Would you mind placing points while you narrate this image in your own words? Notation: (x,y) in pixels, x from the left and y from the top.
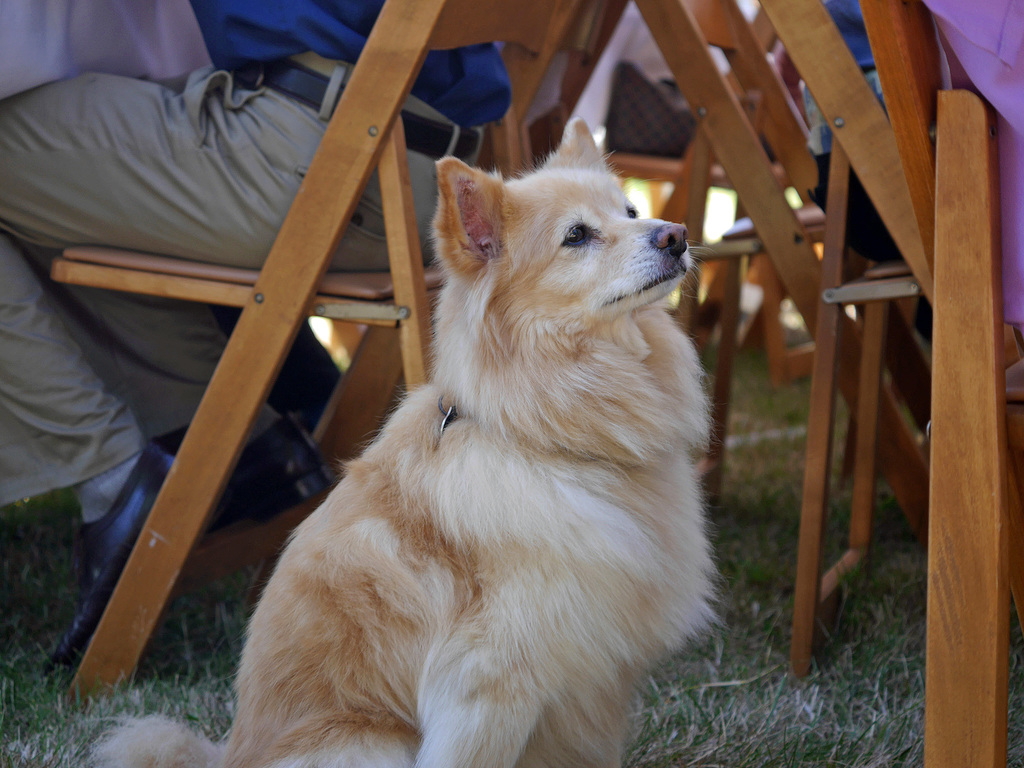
In the center of the image (638,338) we can see dog (511,583) sitting on the grass (694,714). In the background (861,356) there are chairs (734,158) and we can see people (476,115) sitting on the chairs (881,171).
